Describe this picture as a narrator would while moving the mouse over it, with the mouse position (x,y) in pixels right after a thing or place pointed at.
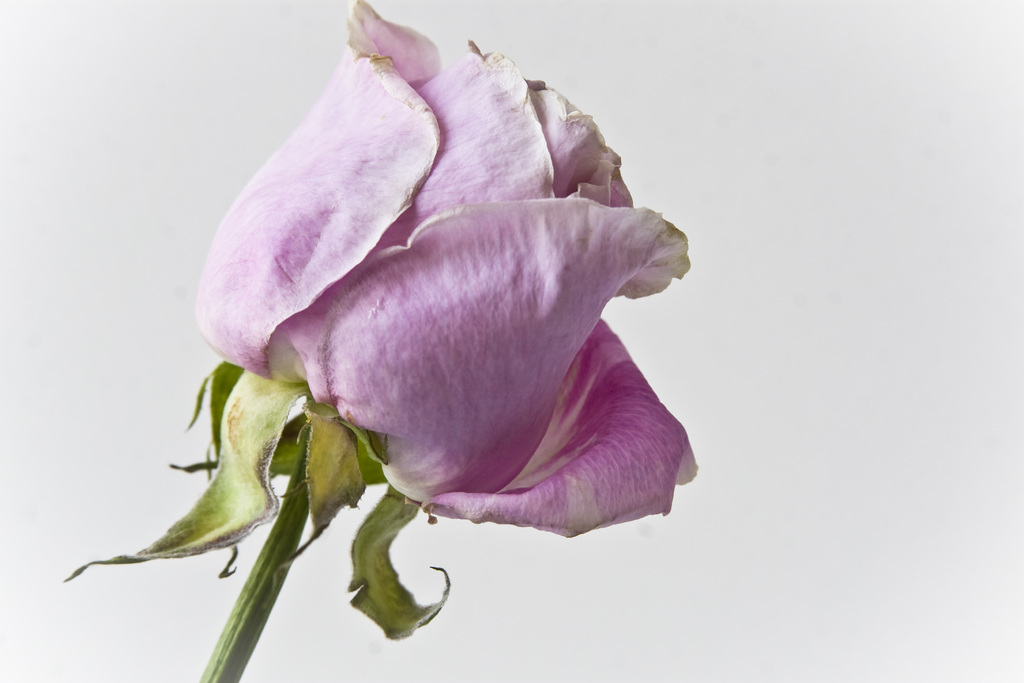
In this image I can see a rose (552,321) with pink color and in the background (574,98) I can see white color and I can see stem (292,505) with green color.
